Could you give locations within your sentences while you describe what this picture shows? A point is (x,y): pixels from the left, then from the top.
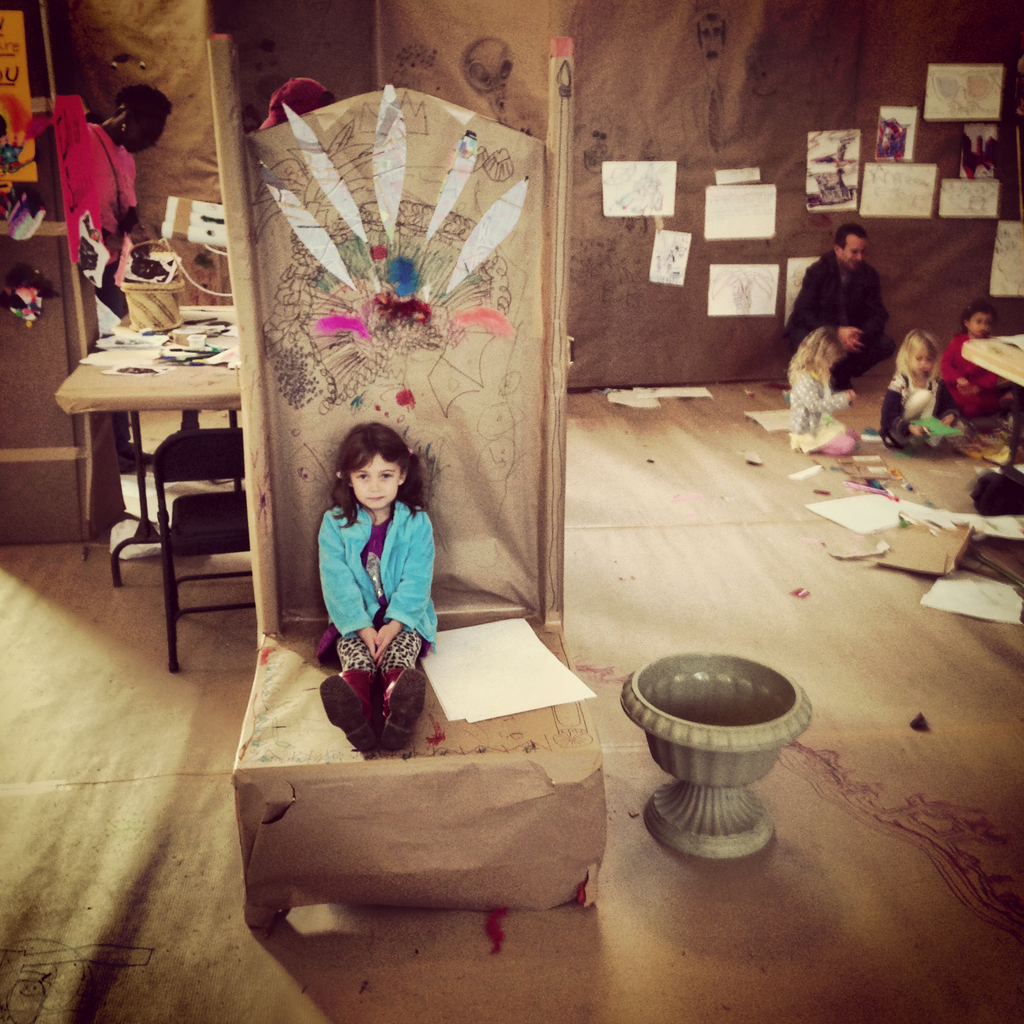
In this picture we can see some persons (895,354) are sitting on the floor (796,524). These are the papers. There is a table (143,409). On the table (133,388) there are papers (120,368). And this is chair (196,575). On the background (668,254) there is a wall (904,50) and these are the posters (834,155).
